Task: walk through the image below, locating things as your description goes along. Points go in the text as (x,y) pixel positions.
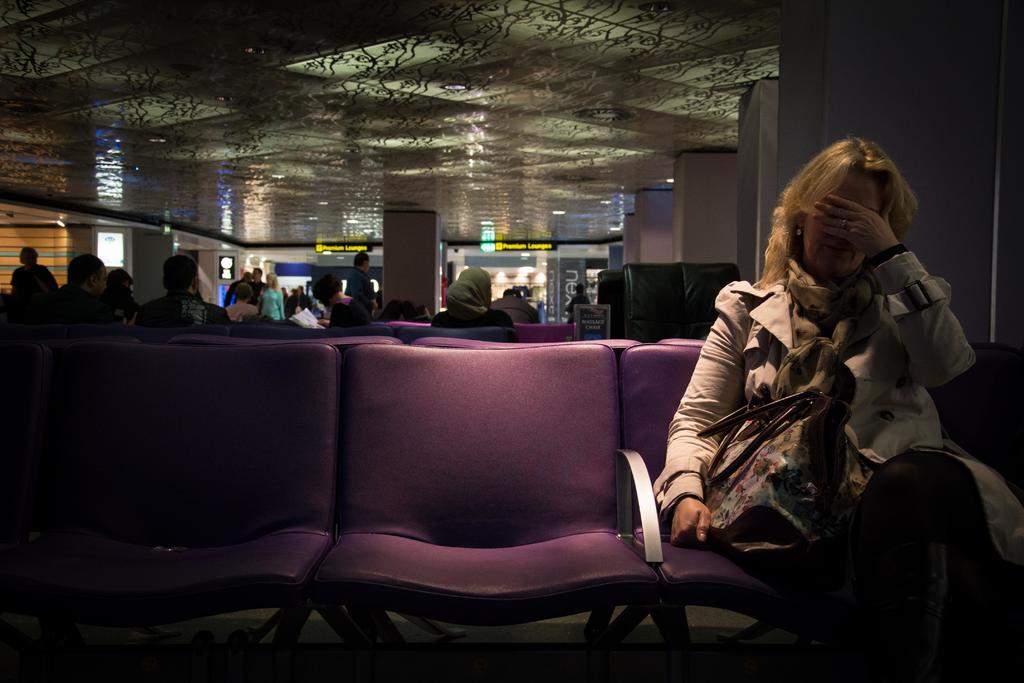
In the image there is a woman (876,388) sitting on the chair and closing her eyes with her hand (833,222), she is holding her bag (776,478). Behind the women (815,217) there are many other people (95,261).
